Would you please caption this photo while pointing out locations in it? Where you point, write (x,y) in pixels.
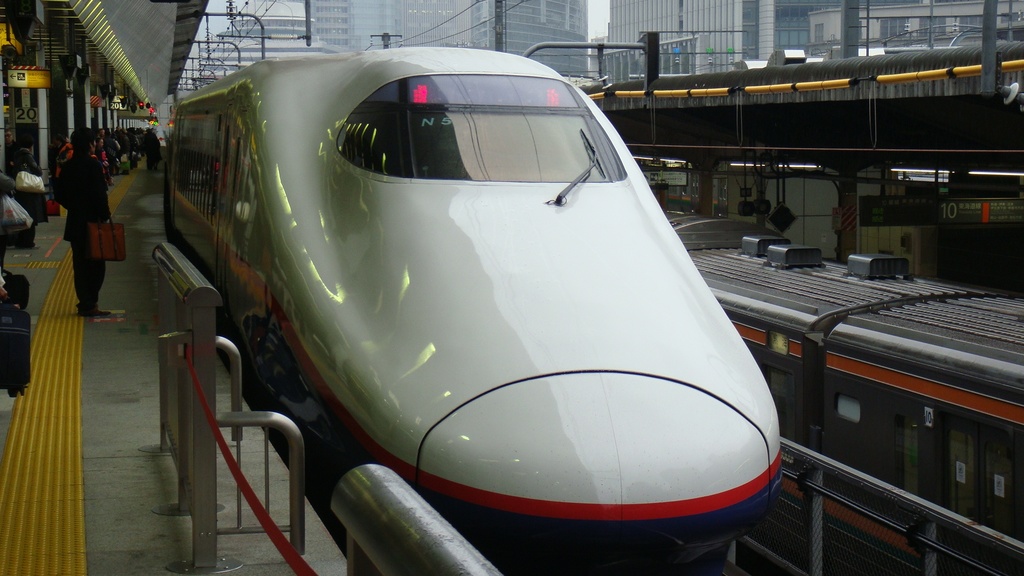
In this image there is a train (417,367) on the rail track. Few persons (9,188) are standing on the platform (96,351) having fence (163,346). A person (88,247) is carrying a bag (95,247) is standing on the platform (101,325). Right bottom there is a train (922,440). Behind there is a platform (1006,235). Top of image (753,38) there are few buildings (792,22).
